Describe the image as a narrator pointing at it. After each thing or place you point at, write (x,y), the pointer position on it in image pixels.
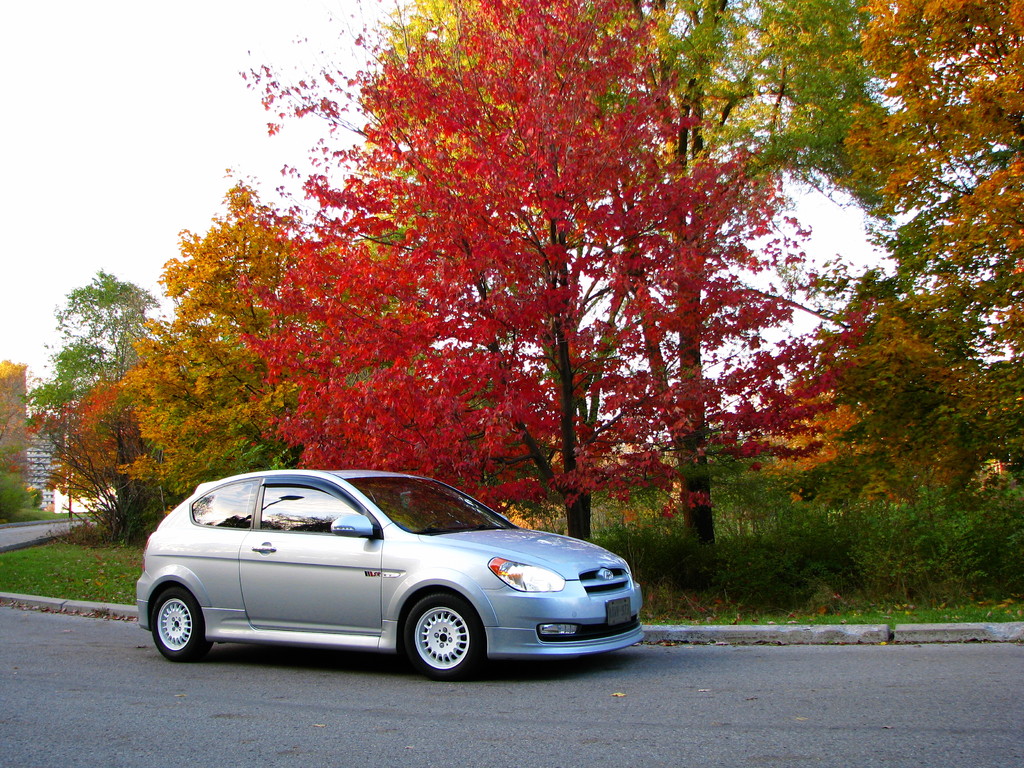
In this image I can see a road (392,743) in the front (407,712) and on it I can see a car (306,551). In the background (84,531) I can see grass (7,579) and number of trees (378,266).
